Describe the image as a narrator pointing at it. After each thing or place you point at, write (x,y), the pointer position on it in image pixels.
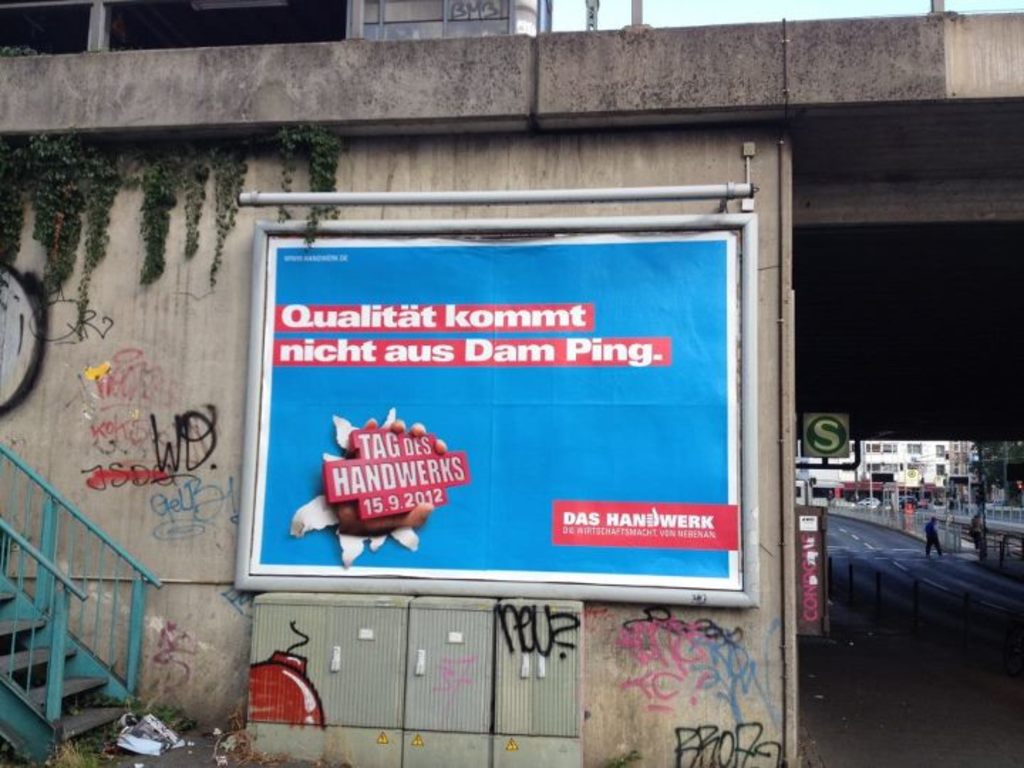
In this image I can see a board (386,324) which is in blue color and the board (552,434) is attached to the wall (213,295). I can also see few stairs (37,591), background (907,459) I can see few persons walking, buildings (891,464) in cream color, trees (995,471) in green color and the sky (739,20) is in white color.
